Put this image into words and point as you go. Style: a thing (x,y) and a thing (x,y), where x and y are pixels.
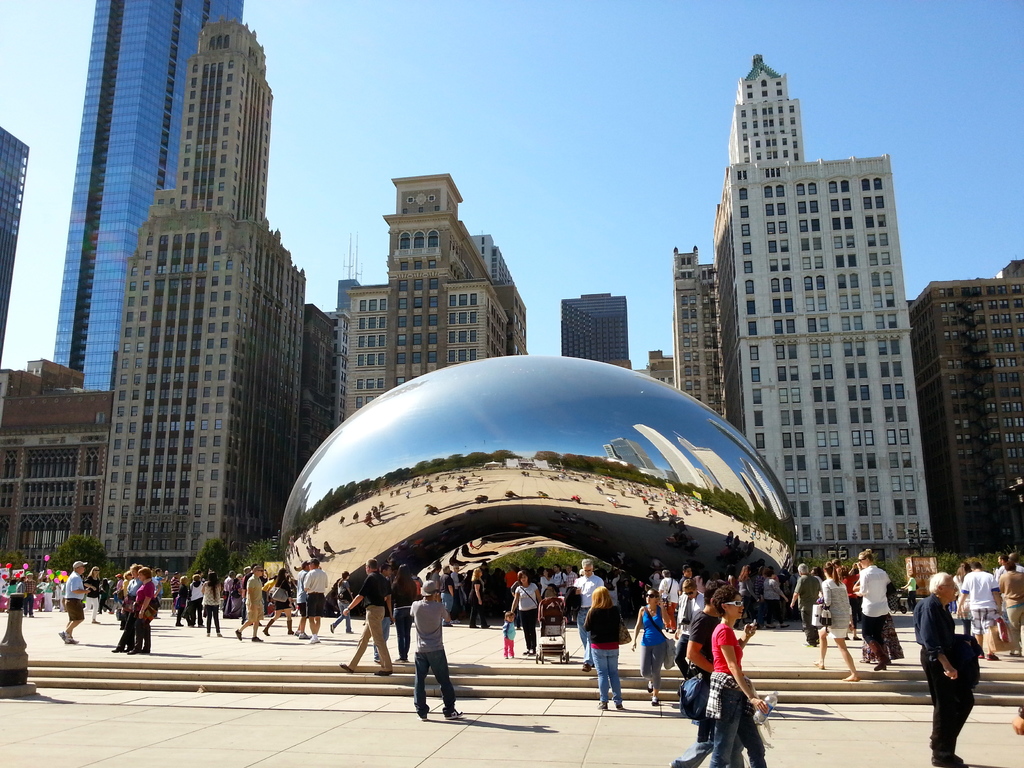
In this image few persons (772,600) are walking on the floor (972,737). A person (530,627) is holding a baby trolley (542,640). A person (735,675) wearing a red shirt (722,667) is holding a bottle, beside there is a person (705,650) carrying a bag (705,715). Behind them there are few trees (91,562). There are few buildings (796,388). Top of image (639,99) there is sky (464,63).
